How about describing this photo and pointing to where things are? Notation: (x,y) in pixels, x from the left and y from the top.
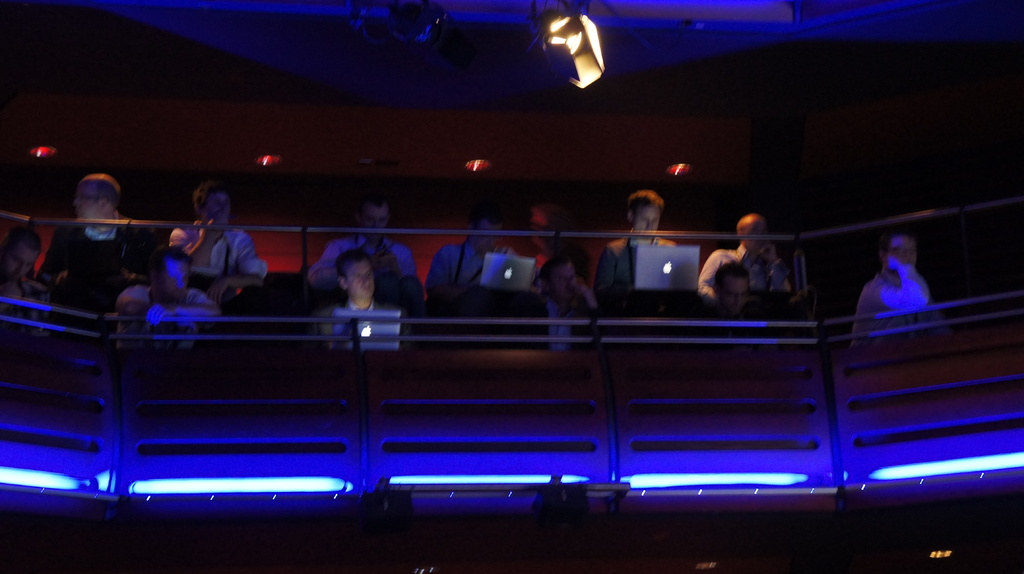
In this image we can see some group of persons (85,242) sitting on the chairs (258,294), some are operating laptop (661,287) and some are sitting idle and at the background of the image (384,103) there is black color sheet (78,66).
